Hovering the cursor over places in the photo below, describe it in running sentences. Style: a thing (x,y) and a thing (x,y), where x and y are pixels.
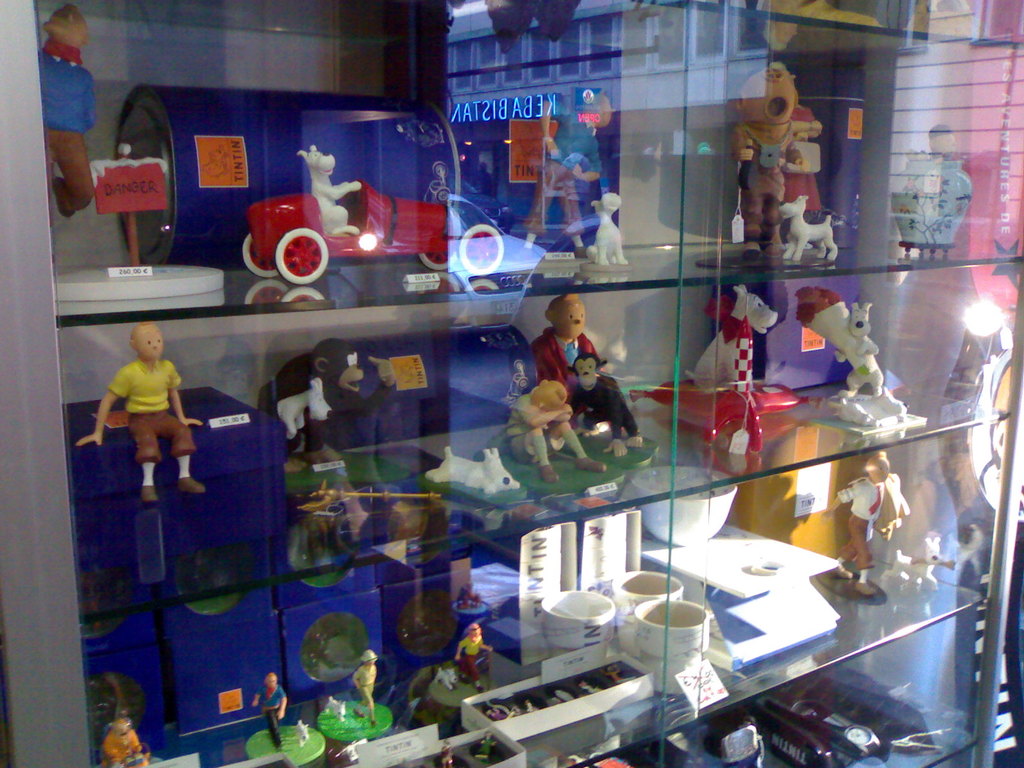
This image might be clicked in a store (419,509). There are so many toys (135,247) in this image. There are shelves (574,504) and glass (416,499).
